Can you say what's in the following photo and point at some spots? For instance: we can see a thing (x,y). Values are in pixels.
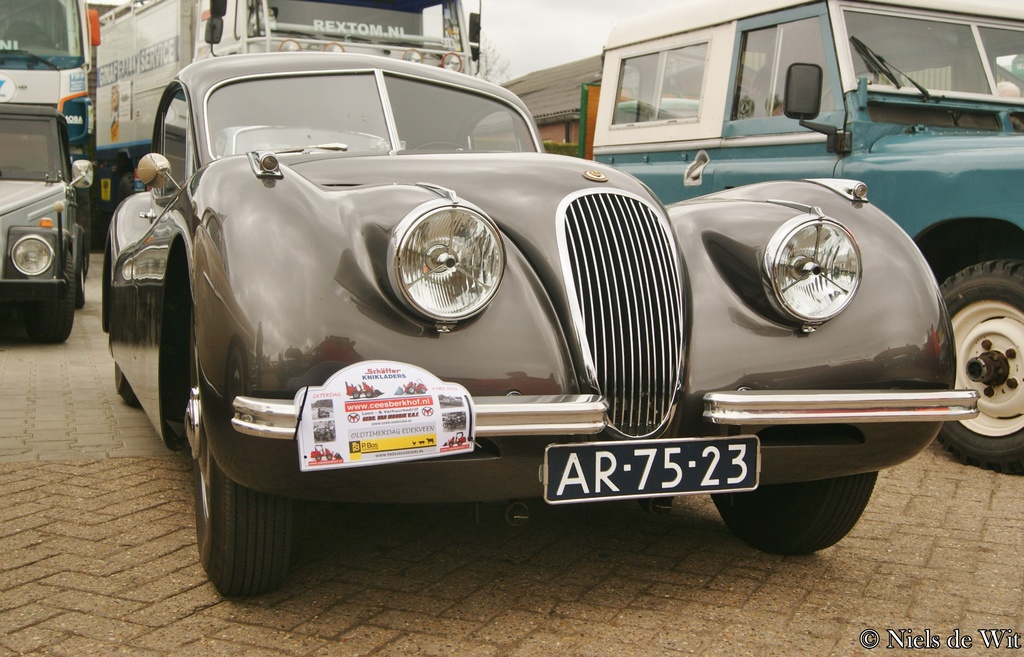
In this image we can see vehicles (479,202). To this vehicle (254,404) there are wheels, number plate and an information card (344,441). Bottom of the image (997,634) there is a watermark (897,636).
